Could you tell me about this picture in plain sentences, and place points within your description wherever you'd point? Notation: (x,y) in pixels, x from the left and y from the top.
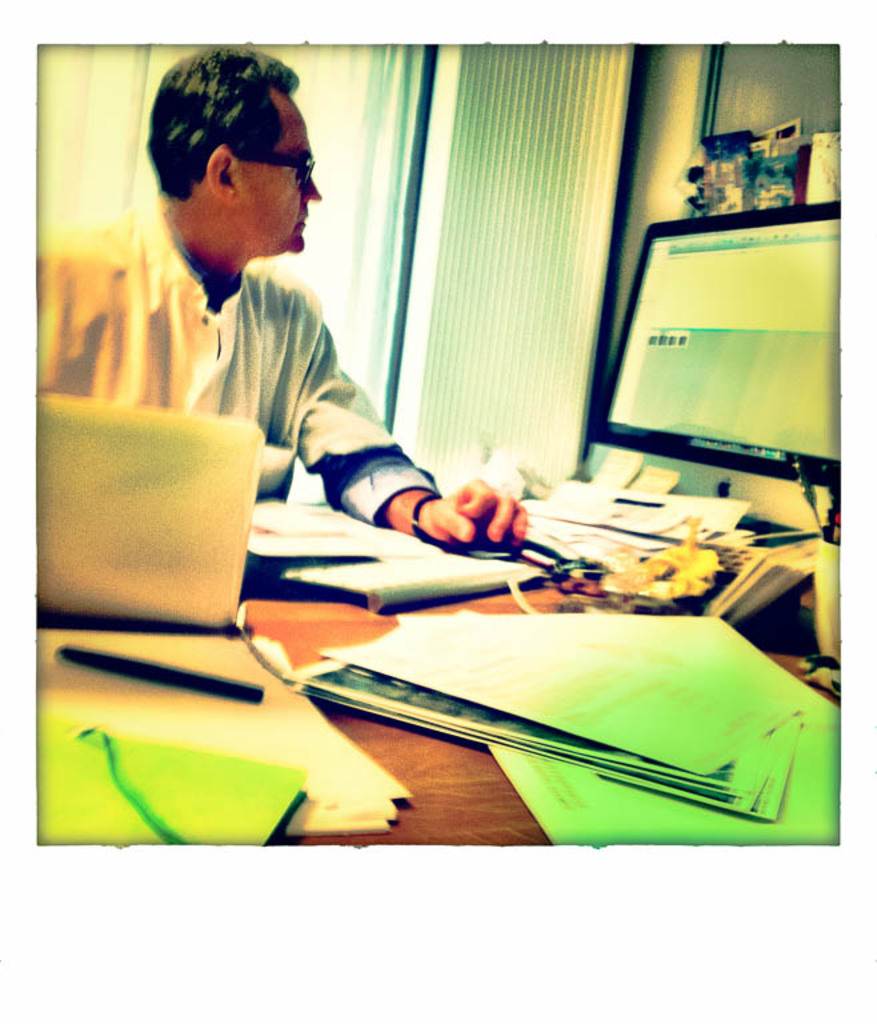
In this picture I can observe a man (189,337) sitting in front of a table (257,630) on which computer (711,380) and some papers (425,638) are placed. The man (268,166) is wearing spectacles (302,172).
